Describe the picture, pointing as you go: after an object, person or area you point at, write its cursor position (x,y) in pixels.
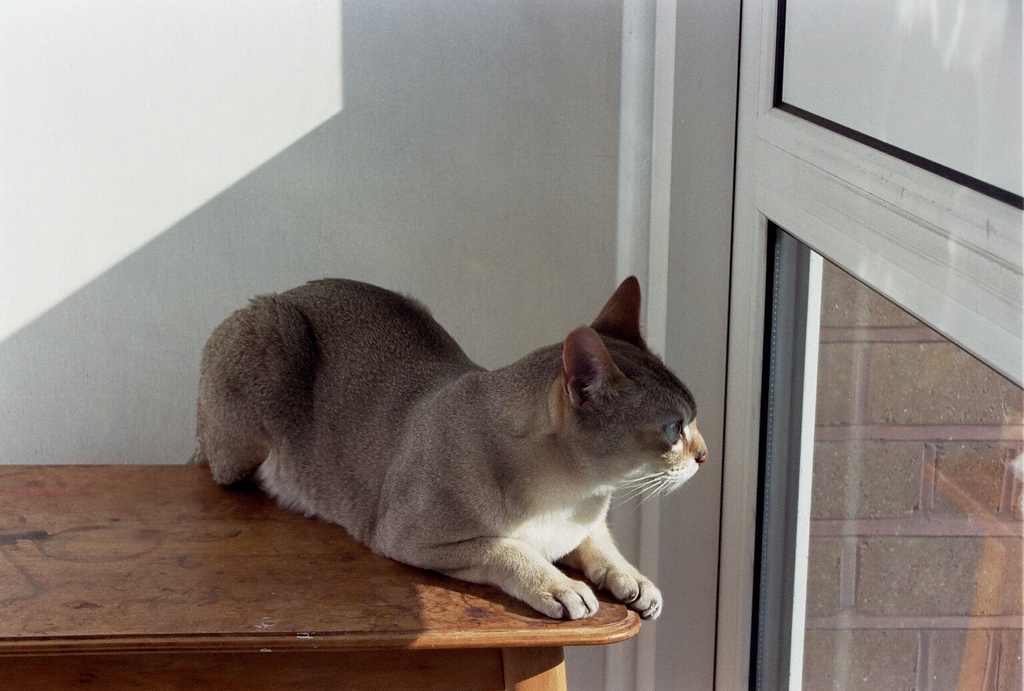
In this image I can see a table (188,562) and on it I can see a cat (415,390). On the right side of this image (768,381) I can see a glass door (794,300).
